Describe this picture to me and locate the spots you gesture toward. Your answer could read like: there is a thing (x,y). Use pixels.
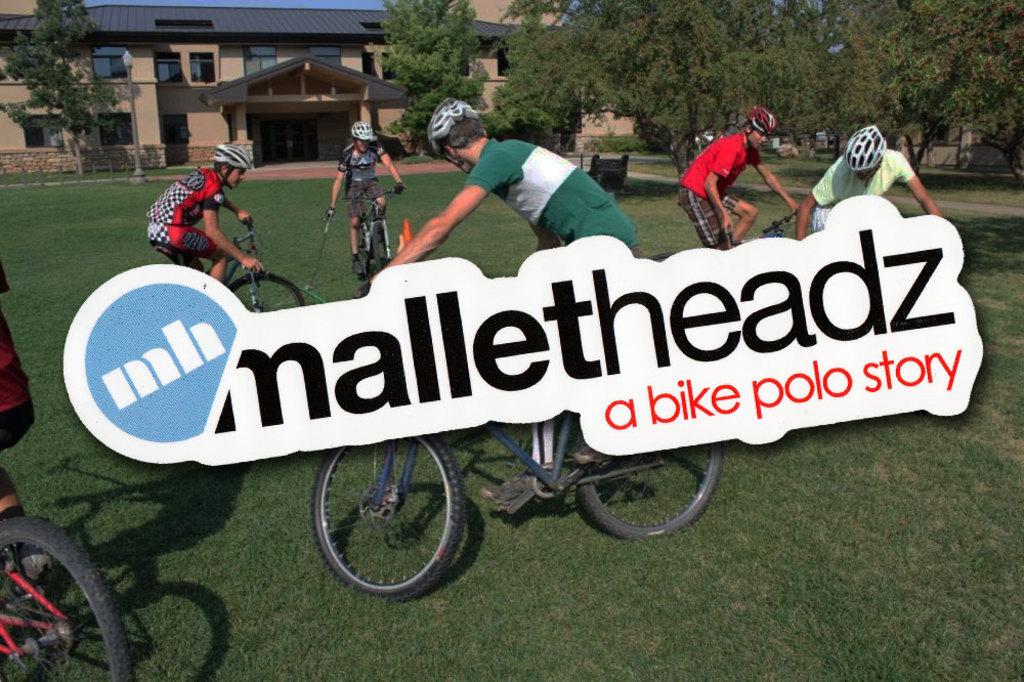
In image I can see people (214,186) are cycling their cycles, I can also see all of them are wearing helmets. In the background (73,50) I can see number of trees (460,40) and a building (237,87).
